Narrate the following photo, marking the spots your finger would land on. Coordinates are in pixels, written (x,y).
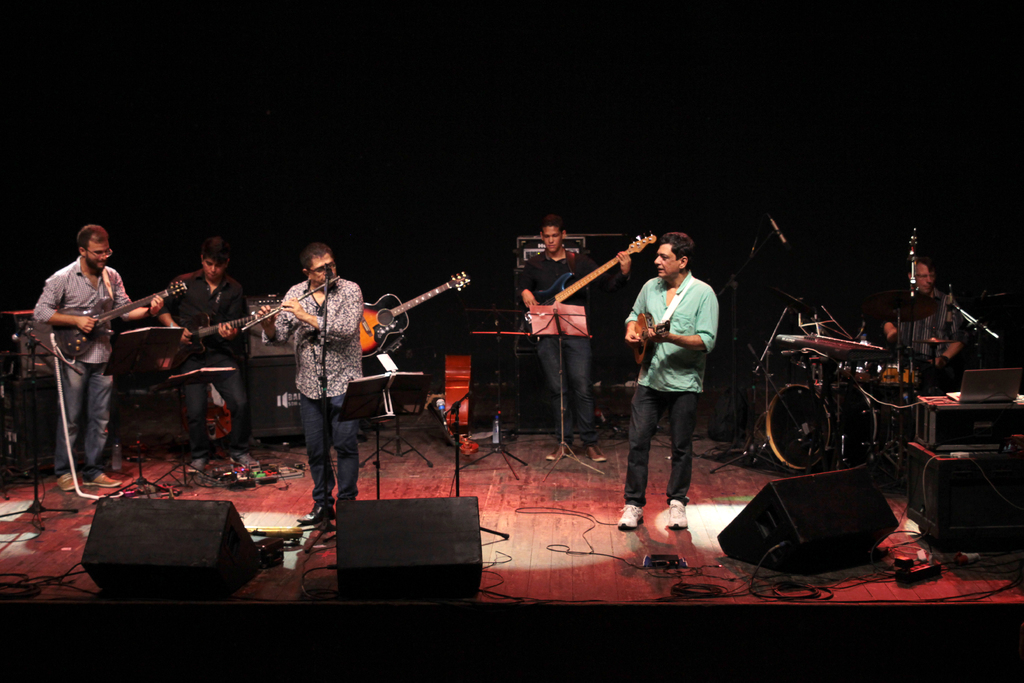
In this picture we can see some persons (284,333) are standing on the stage (573,537) and playing guitars (381,341). And these are some musical instruments (894,367).
